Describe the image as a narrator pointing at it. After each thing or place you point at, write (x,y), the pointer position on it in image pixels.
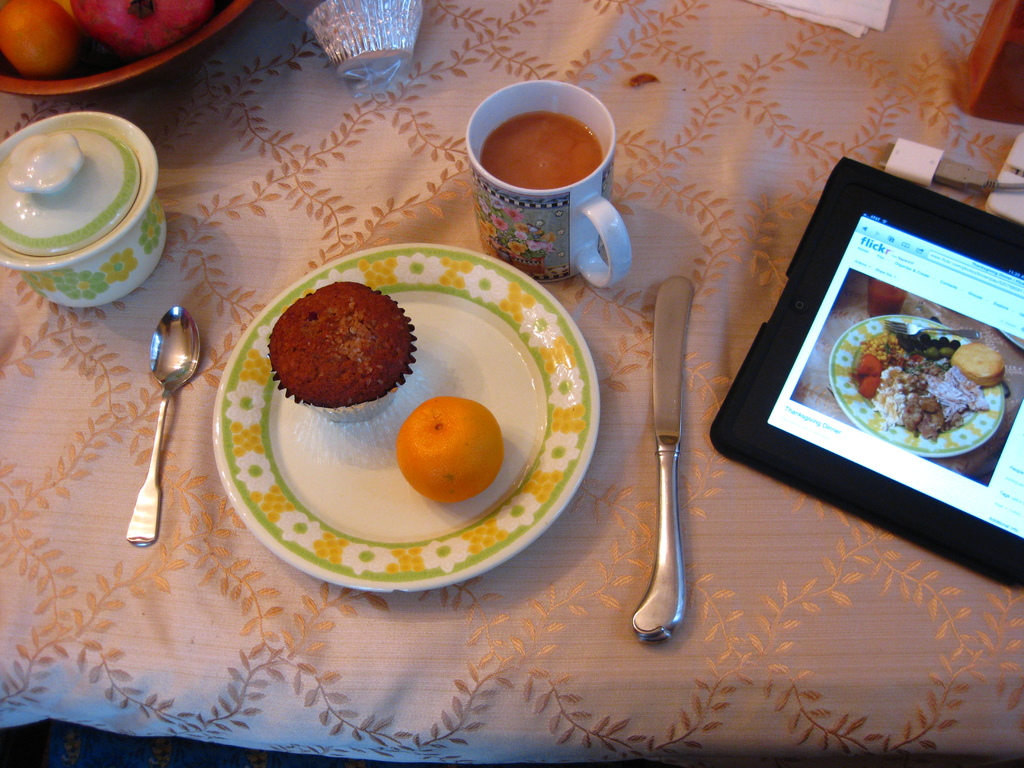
In this image i can see a spoon (157,344), a food (300,335) in the plate (432,520), a knife (678,515), a tea cup (569,214), a ipad (846,385) on the table (675,134).
